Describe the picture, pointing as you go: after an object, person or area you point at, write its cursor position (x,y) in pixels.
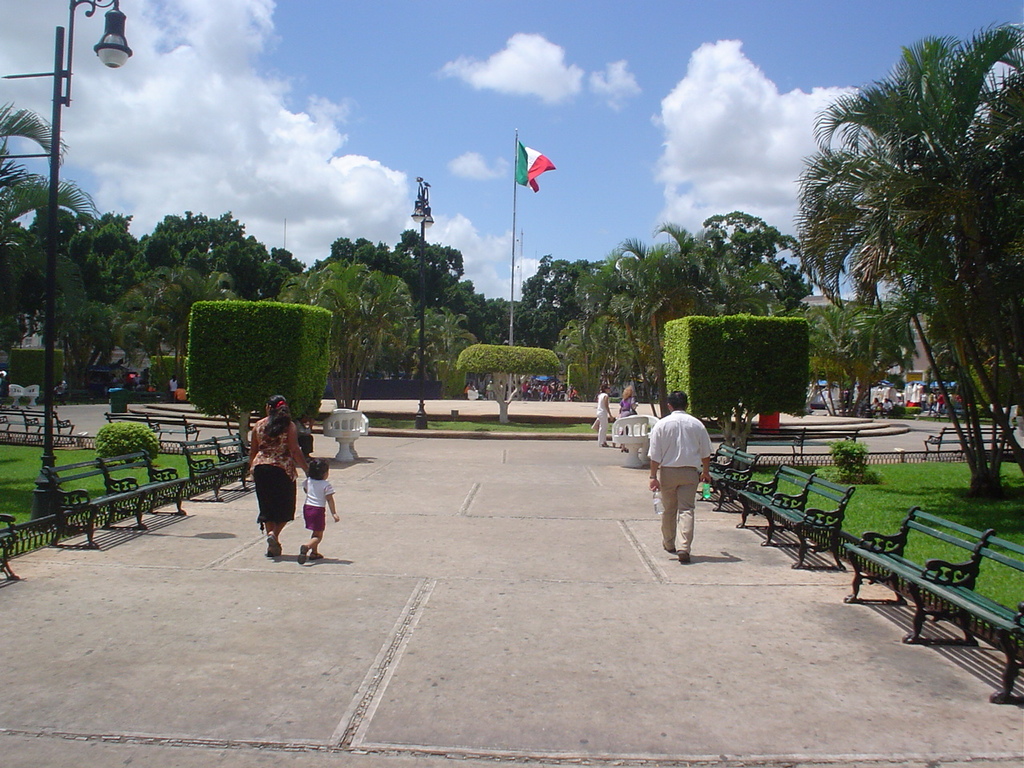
This picture is clicked outside. In the center (676,511) we can see the group of people (289,457) and on both the sides we can see the benches (926,588), green grass (934,508), plants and trees (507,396). On the left (54,443) we can see the lamp posts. In the center (521,390) we can see the flag (534,151) and we can see the group of people (534,386) and many other objects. In the background (584,110) we can see the sky (507,100) with the clouds (751,171) and we can see the trees (835,313) and some buildings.
